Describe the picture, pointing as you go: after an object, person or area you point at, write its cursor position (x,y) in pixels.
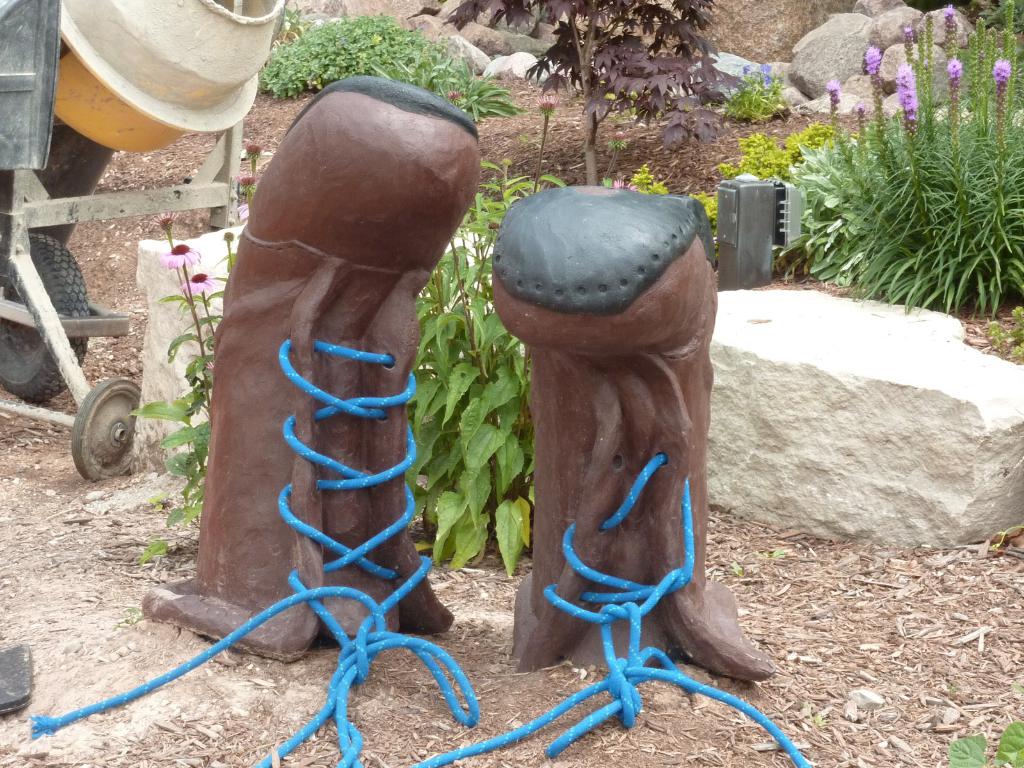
In this image there are sculptures (278,497) of the shoes (416,563) with ropes (629,608), and at the background (458,483) there are plants (475,502) with flowers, rocks (988,368), grass (438,88), a cement concrete mixer vehicle (6,113).
